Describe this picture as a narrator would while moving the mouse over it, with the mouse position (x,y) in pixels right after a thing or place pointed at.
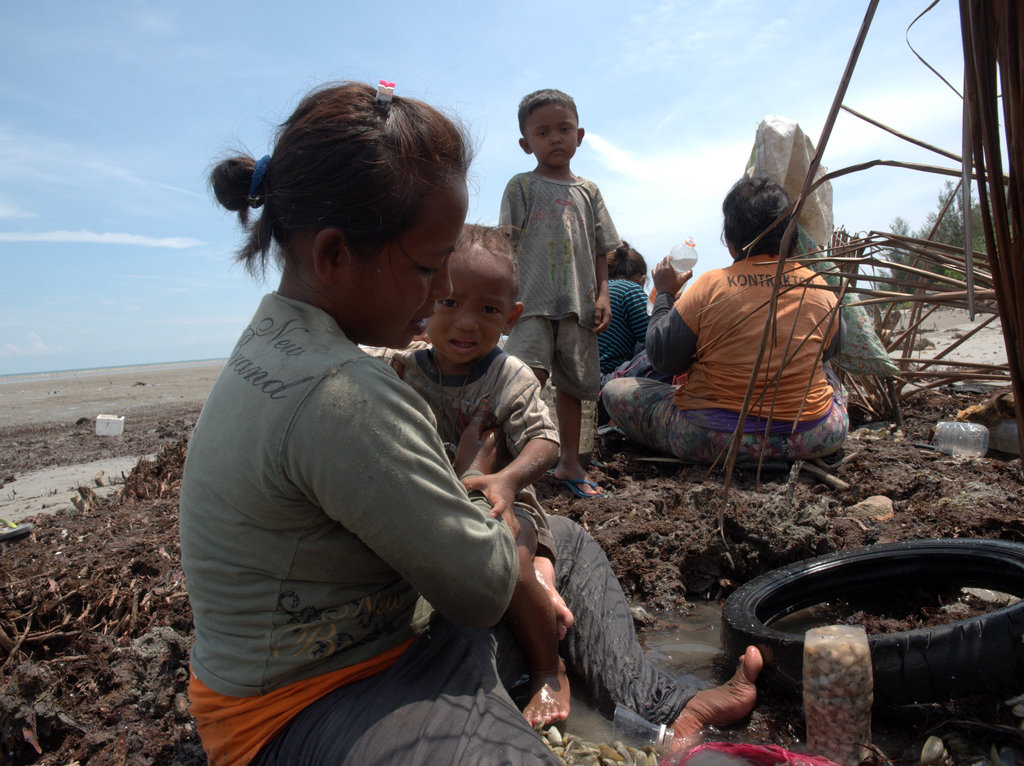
In this image I can see a woman (271,528) wearing grey, orange and black colored dress (301,686) is sitting and holding a baby (464,424) in her hands (463,455). I can see a black colored Tyre (811,588), the water (705,660) and the ground (677,541). In the background (662,401) I can see few persons (671,329) sitting, a child (587,354) standing and the sky (151,124). To the right side of the image (947,182) I can see few trees (936,266).
